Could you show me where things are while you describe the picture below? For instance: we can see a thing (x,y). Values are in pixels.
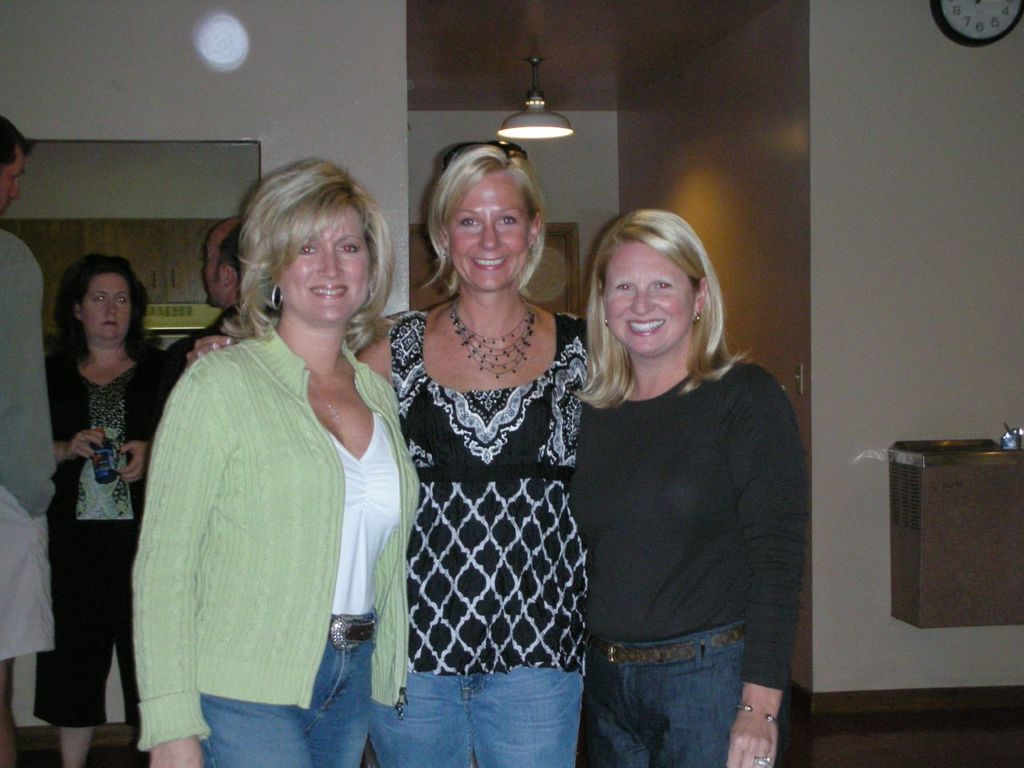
In this image we can see three women (464,565) are standing and smiling. In the background (113,509) on the left side (85,429) we can see few persons (125,375) are standing, mirror (201,222) on the wall (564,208), light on the ceiling (530,47), clock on the wall (940,107), door (728,298) and objects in a box (965,528) attached to the wall (927,417).
